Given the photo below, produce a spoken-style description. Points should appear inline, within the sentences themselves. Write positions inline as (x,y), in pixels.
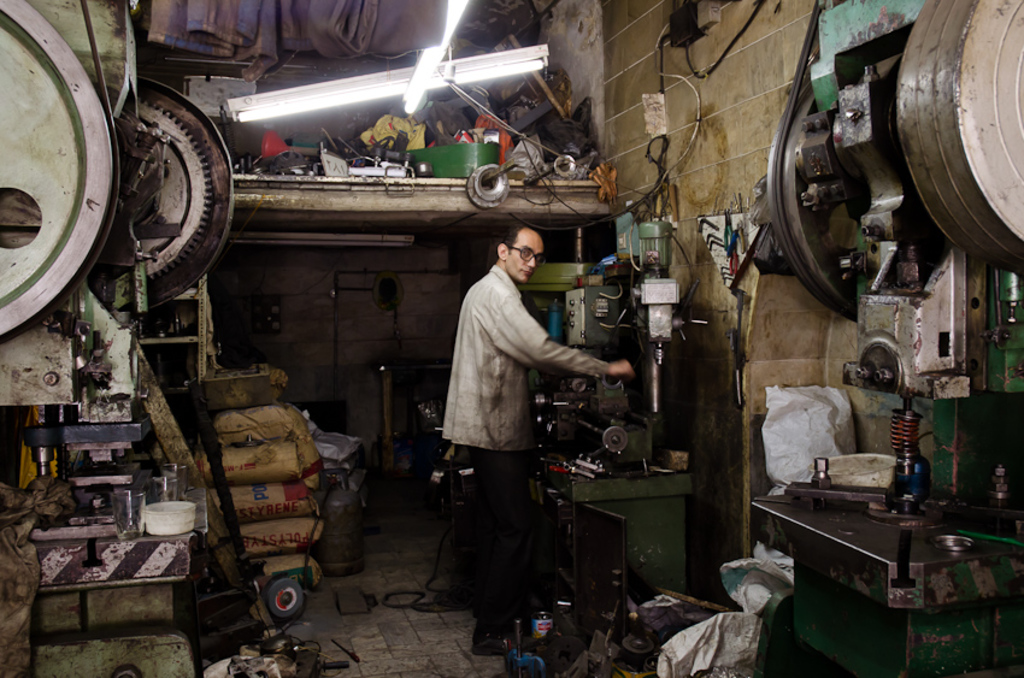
In this picture there is a man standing and holding the object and there are machines (923,223) and there are objects (25,505). At the back (297,515) there are bags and there are objects (350,518). At the top (516,122) there are objects (547,113) in the shelf (296,224) and there are lights (270,115). At the bottom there are objects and there is a wire (403,593) on the floor (417,575).
